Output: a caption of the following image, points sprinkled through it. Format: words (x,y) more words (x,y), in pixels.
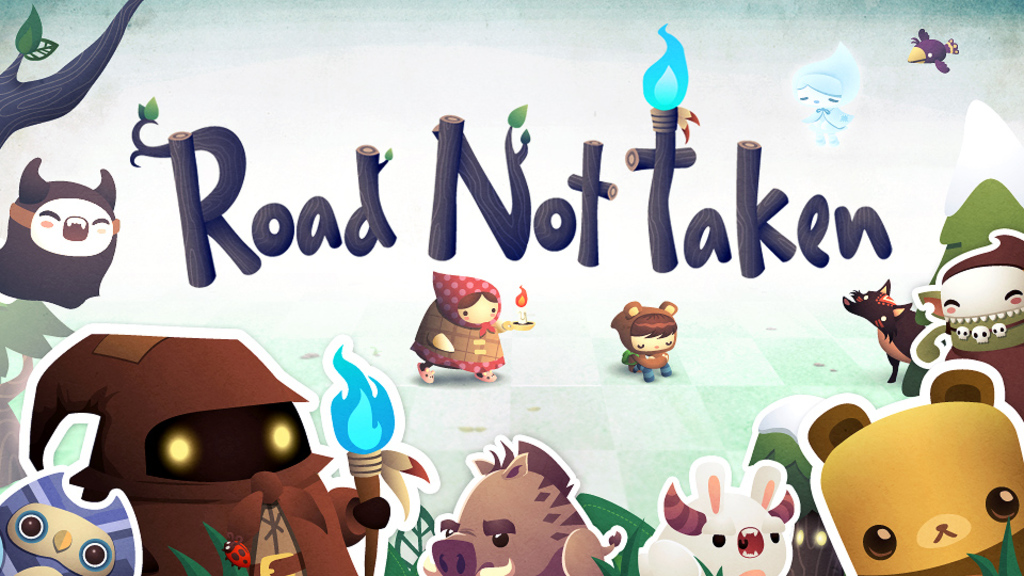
This is a poster (574,518) and in this poster (149,477) we can see cartoon images (1012,415), trees (14,392) and wooden sticks (193,200).
